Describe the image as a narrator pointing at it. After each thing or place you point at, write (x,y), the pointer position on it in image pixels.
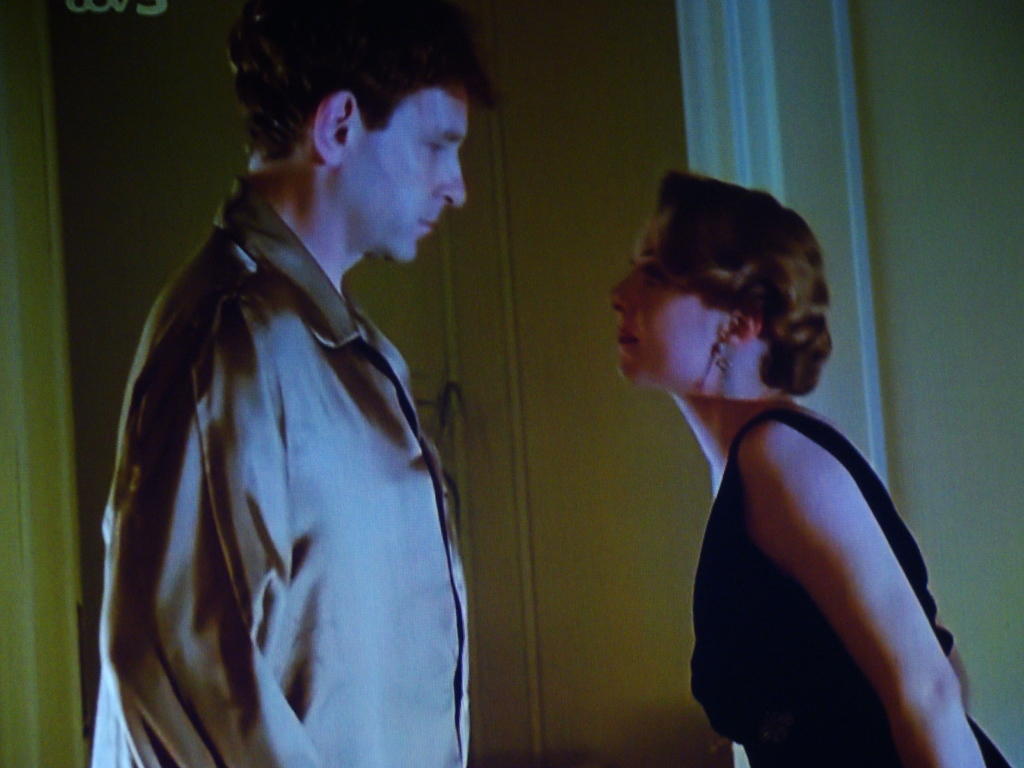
In this image a man (391,130) and woman (696,394) looking at each other, and he wear a jacket (298,602), and she wear a black dress (782,621). She has a short hair (812,327). And on the background (928,240) there is a wall (976,206) and this is the door (584,154).
